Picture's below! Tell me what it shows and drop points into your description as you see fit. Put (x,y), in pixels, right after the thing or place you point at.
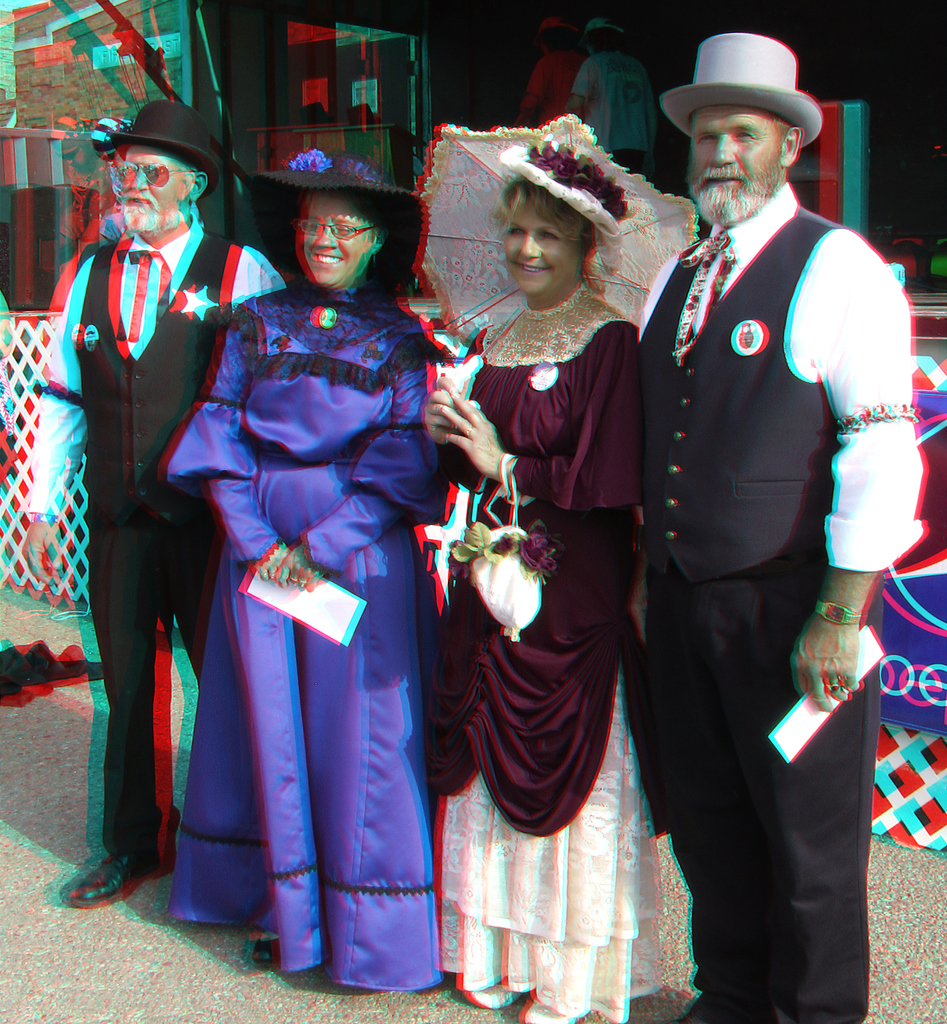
In this image there are four people (298,947) standing on a ground (66,693), in the background (908,773) there is a railing (908,773) and it is blurred.
